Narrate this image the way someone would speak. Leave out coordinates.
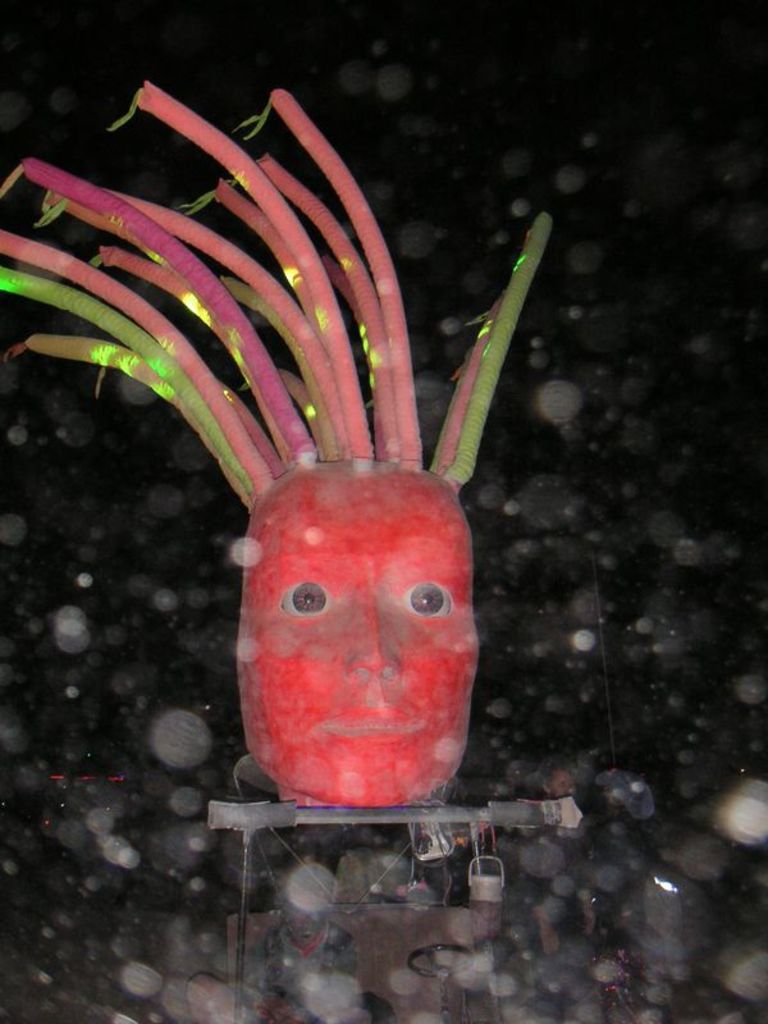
In this picture we can see a sculpted face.
